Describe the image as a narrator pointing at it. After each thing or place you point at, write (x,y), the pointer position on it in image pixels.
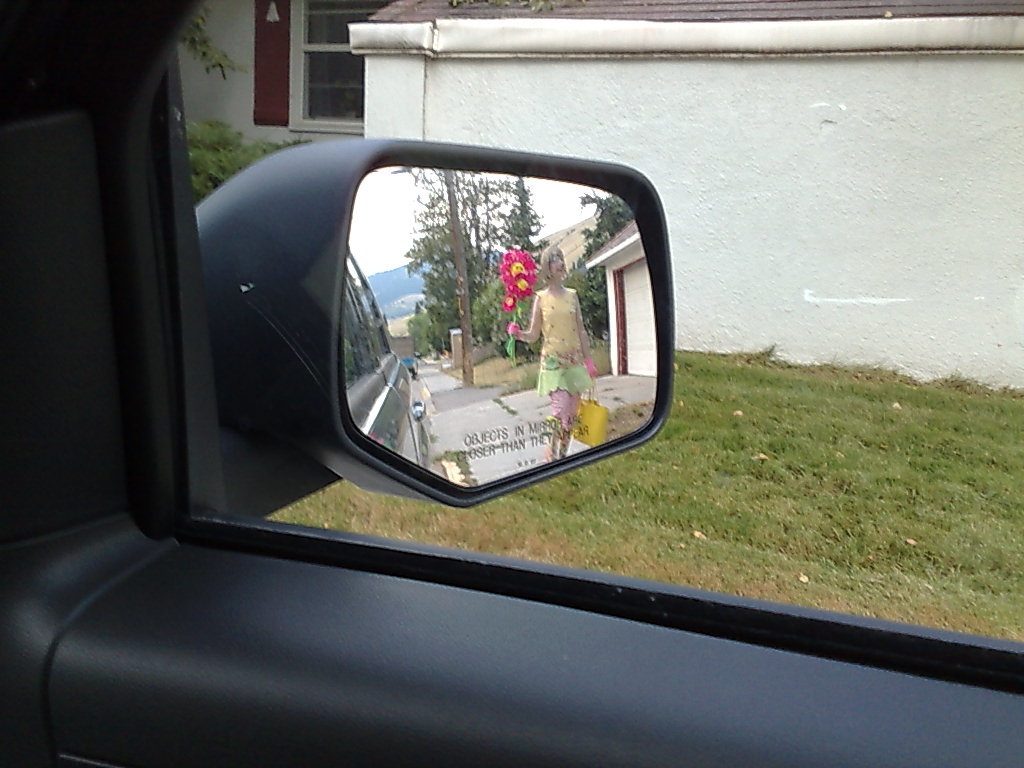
In this picture we can see a side mirror (296,221) of a vehicle (430,606) and we can see the reflection (394,426) of a person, shed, trees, mountain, sky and few objects (400,407) and in the background (424,516) we can see the grass (409,507), wall (943,127), window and plants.
